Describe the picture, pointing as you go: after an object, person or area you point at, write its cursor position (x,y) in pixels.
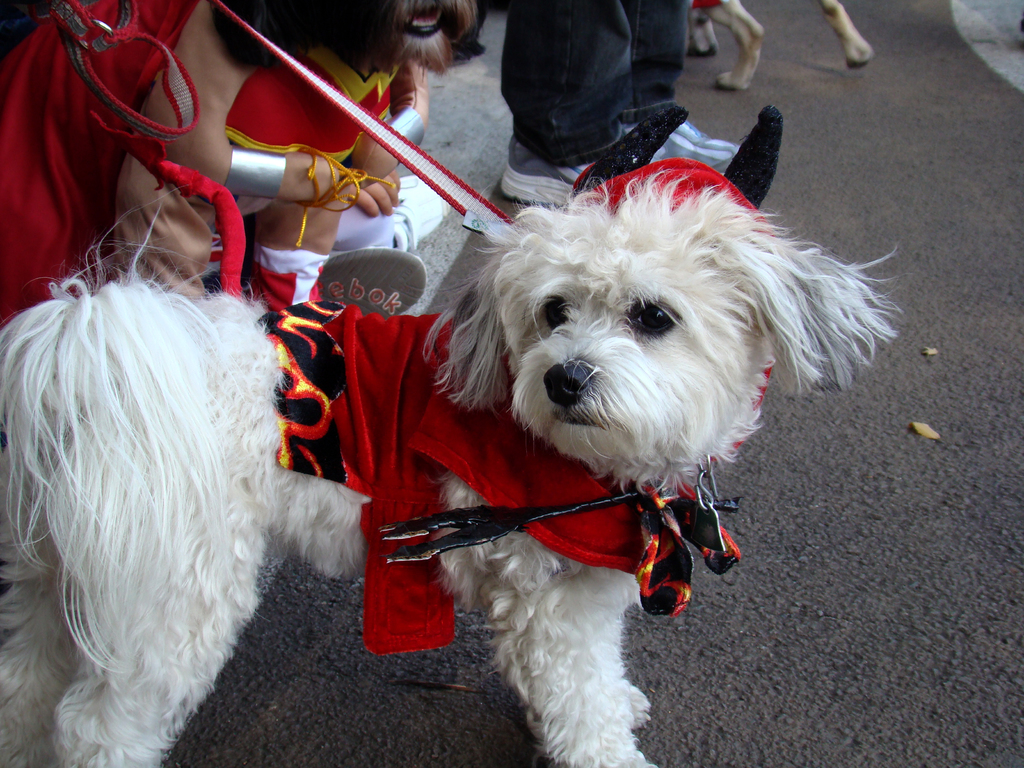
In this image we can see white color dog (66,437) wearing red color dress (388,413). Behind persons (584,82) are there.
